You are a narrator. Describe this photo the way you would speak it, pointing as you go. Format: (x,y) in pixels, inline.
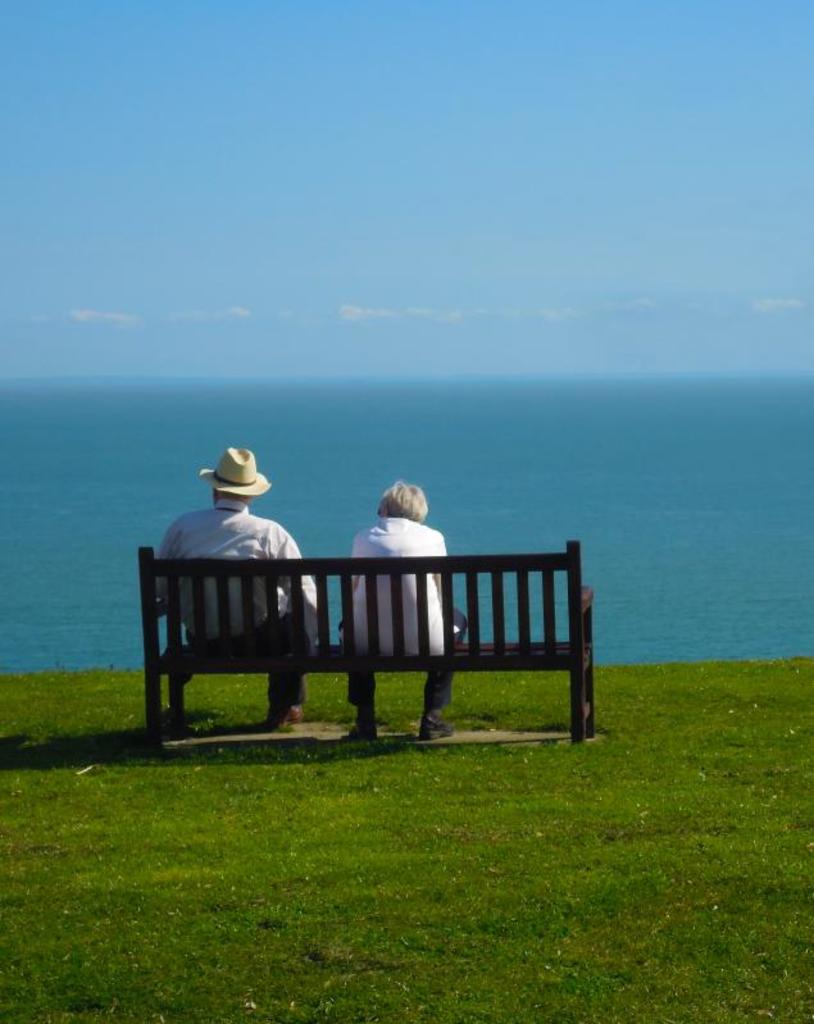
A man (180,541) and woman (407,541) is sitting on a chair (298,660). In the background (288,395) there is a sky (246,206) and water (504,579).
